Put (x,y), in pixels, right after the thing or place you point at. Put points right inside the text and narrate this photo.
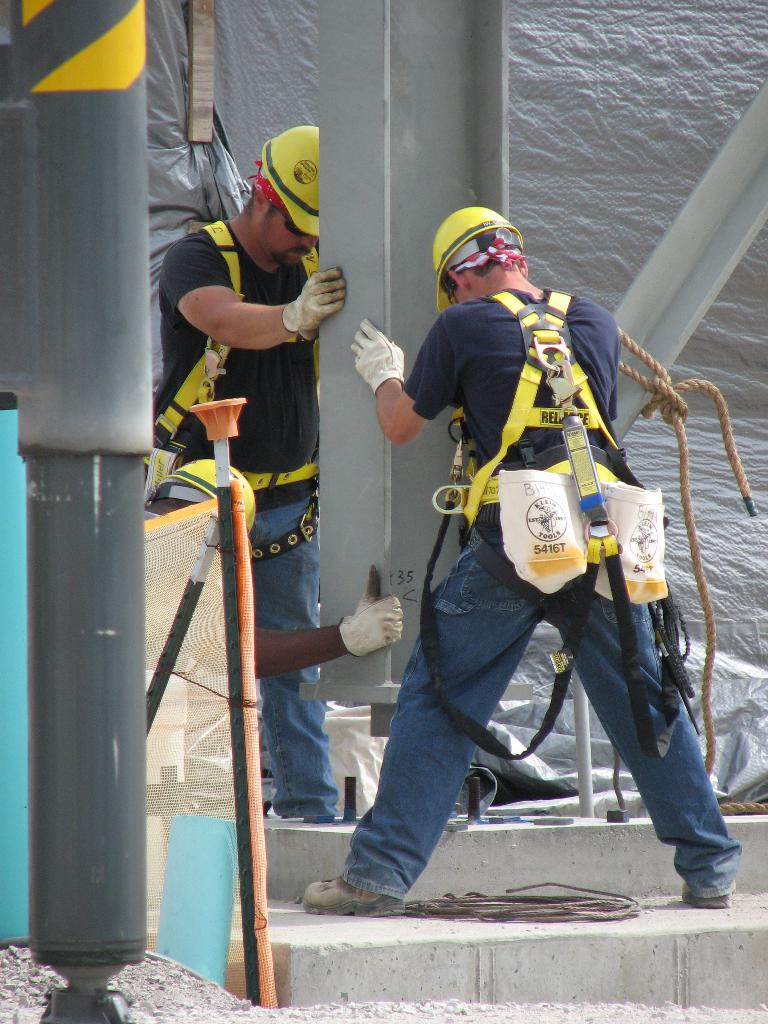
In this picture we can see men (609,334) wearing t-shirts (509,291), gloves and helmets (279,160). They are holding this iron object (377,441) with their hands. Here we can see a black wire (560,888) and a rope (680,440).
